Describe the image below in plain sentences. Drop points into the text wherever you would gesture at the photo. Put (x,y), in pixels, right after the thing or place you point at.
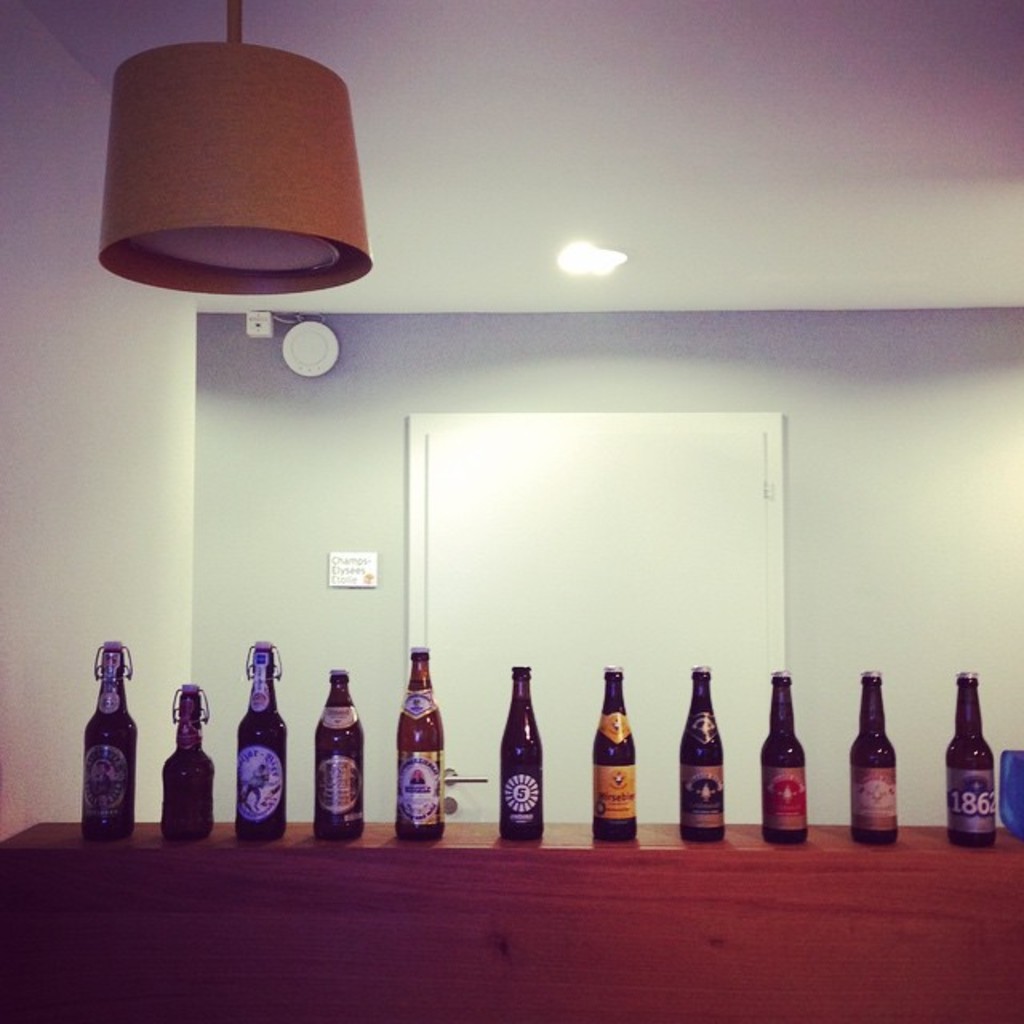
On the background (926,469) we can see a wall (911,565) with a white door (627,542). This is a light (588,261). Here we can see few bottles (536,781) on a table (575,889).
